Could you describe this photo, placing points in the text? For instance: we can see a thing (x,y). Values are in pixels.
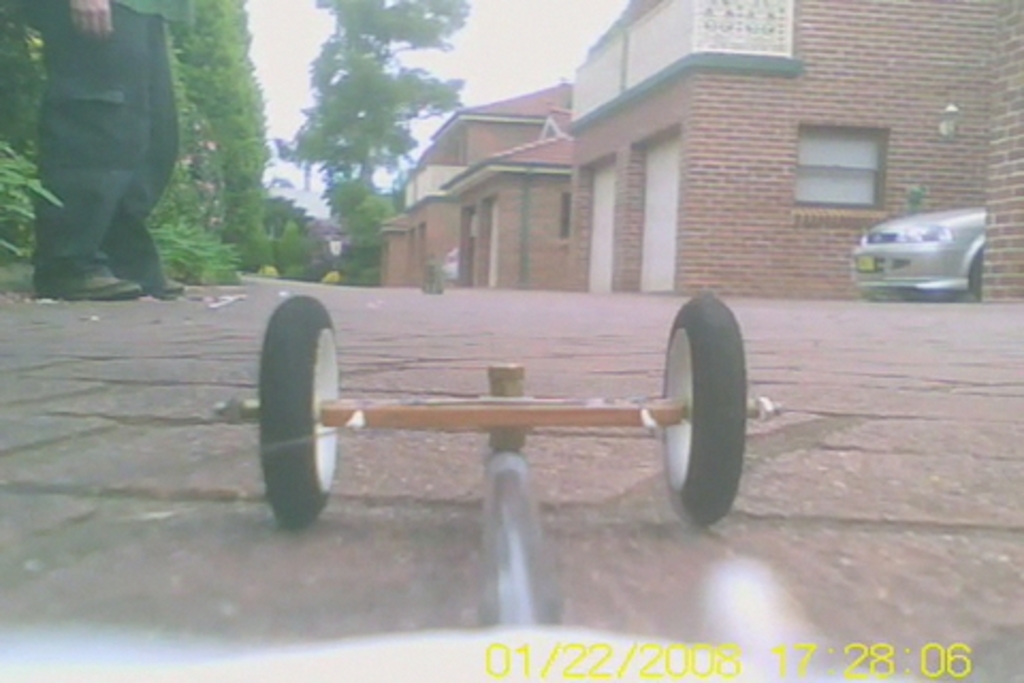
In this image there is a mini car (698,376) on a path (637,386), in the top left (134,151) there is a man (155,101) standing and there are trees (187,39), in the background (467,160) there are houses (810,149) and a car (940,261).
